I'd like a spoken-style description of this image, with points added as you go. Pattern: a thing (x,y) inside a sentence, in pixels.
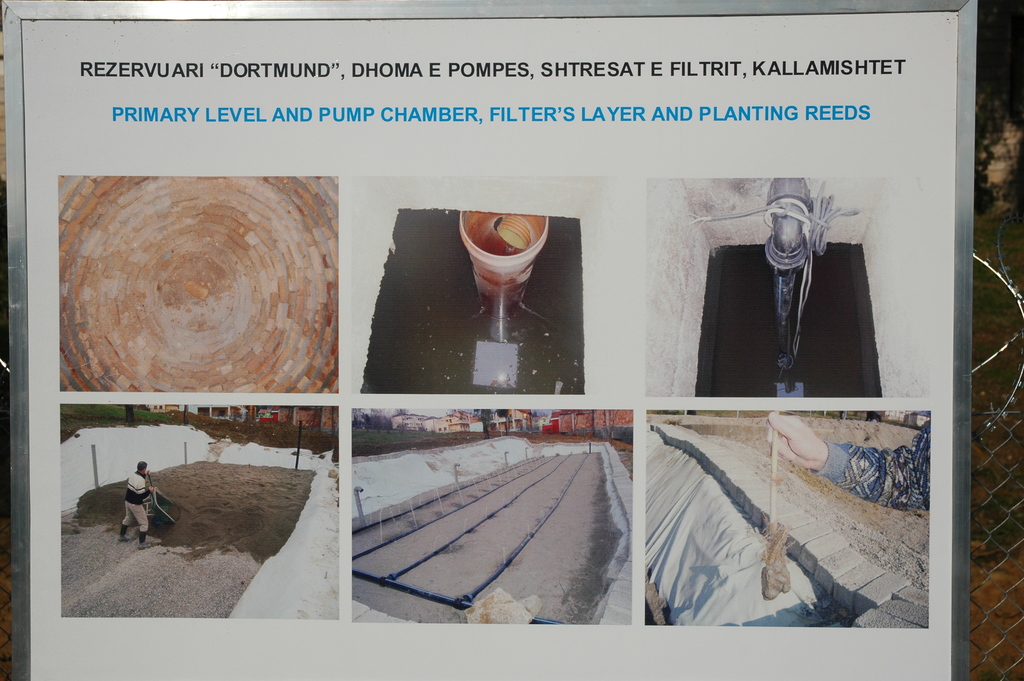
The picture consists of a board (333,28), in the board (296,78) there is a sheet (479,127) attached. In the sheet (308,256) we can see text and collages of images (200,243), in the images (475,319) we can see water (526,310), bucket (486,231), person (145,530) and some constructions (548,456). On the right (1006,520) it is looking like fencing (1005,450). In the top right corner (1002,107) there are trees (995,119).
